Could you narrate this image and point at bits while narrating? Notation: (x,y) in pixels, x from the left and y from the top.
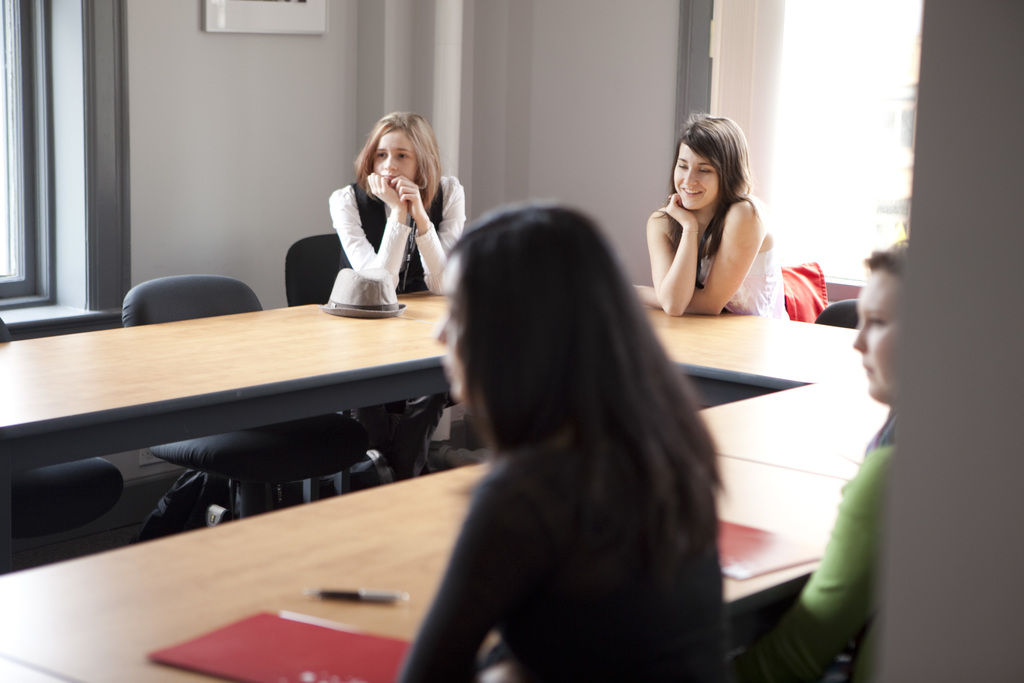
In this picture we can see four persons (455,283) are sitting on the chairs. This is table (87,591). On the table (184,611) there is a file (262,614) and a pen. On the background (440,93) there is a wall (482,103).
